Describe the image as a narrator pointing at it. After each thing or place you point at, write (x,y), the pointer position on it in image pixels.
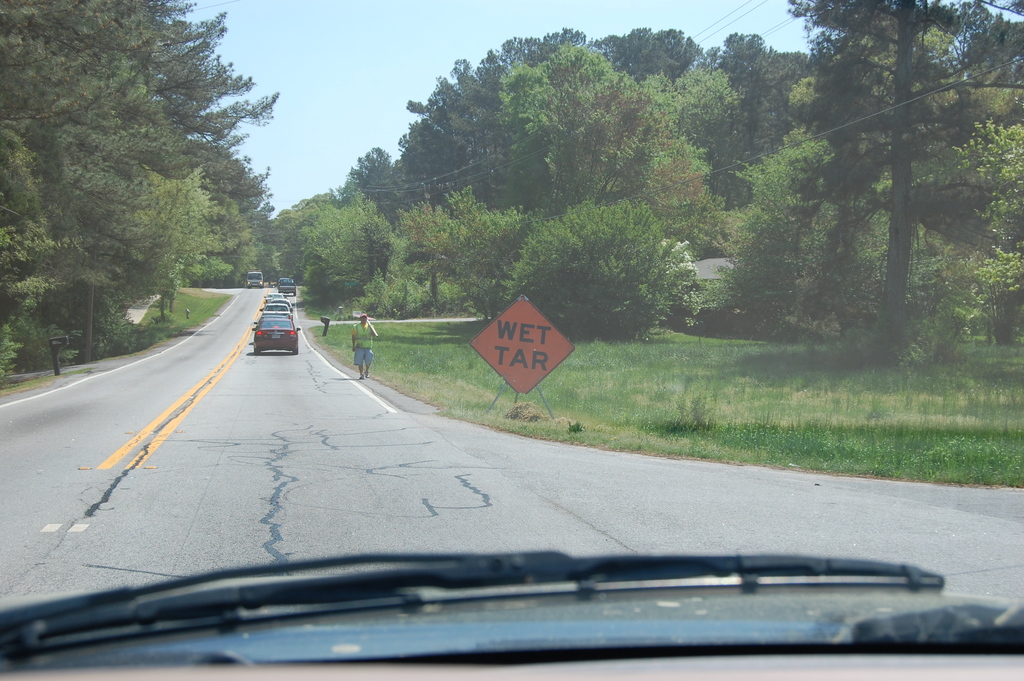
In this image we can see some vehicles (267,331) on the road (336,428) and a person (367,344) walking. We can also see a group of trees (458,277), a board (531,333) with a stand (546,403), wires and the sky (400,114) which looks clear.
